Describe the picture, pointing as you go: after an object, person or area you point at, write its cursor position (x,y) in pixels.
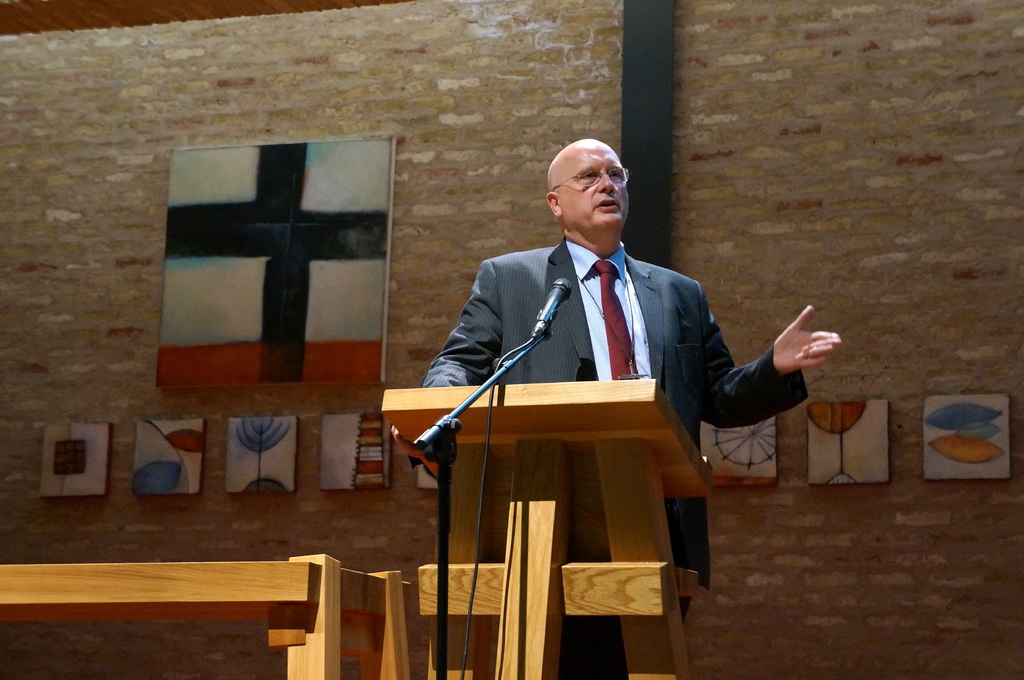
In this picture there is a man (593,347) who is standing in front of a desk (499,388) and a mic (464,405) in the center of the image (501,344) and there are portraits (326,306) in the background area of the image (338,441).
